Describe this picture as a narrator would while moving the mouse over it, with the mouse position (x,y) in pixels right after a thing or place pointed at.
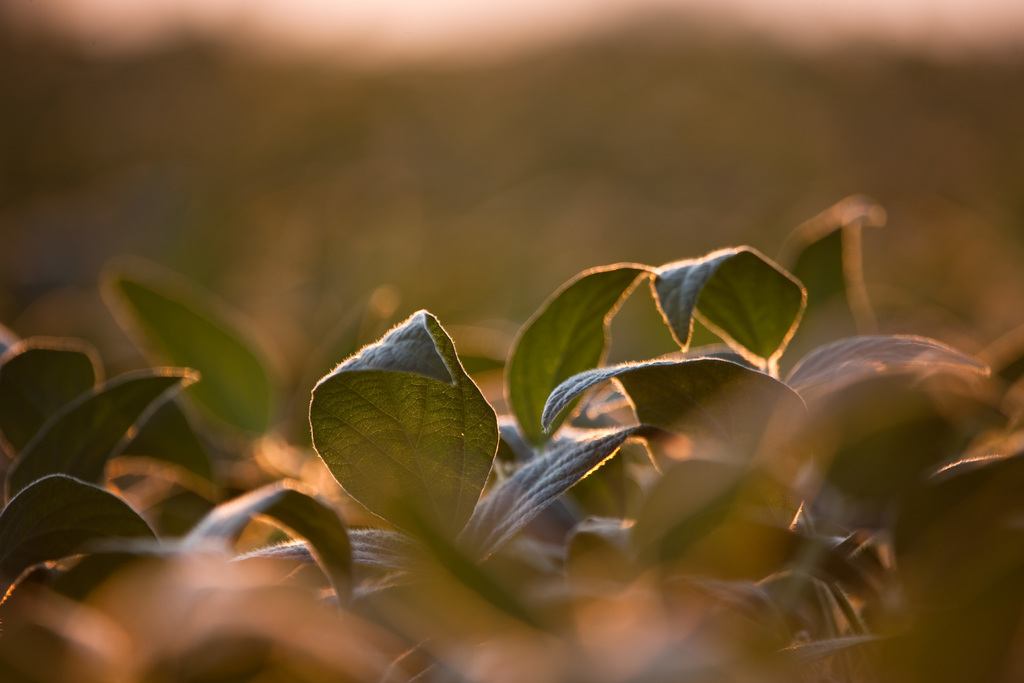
There are leaves (390,397) and the background (1012,75) is blurred.
